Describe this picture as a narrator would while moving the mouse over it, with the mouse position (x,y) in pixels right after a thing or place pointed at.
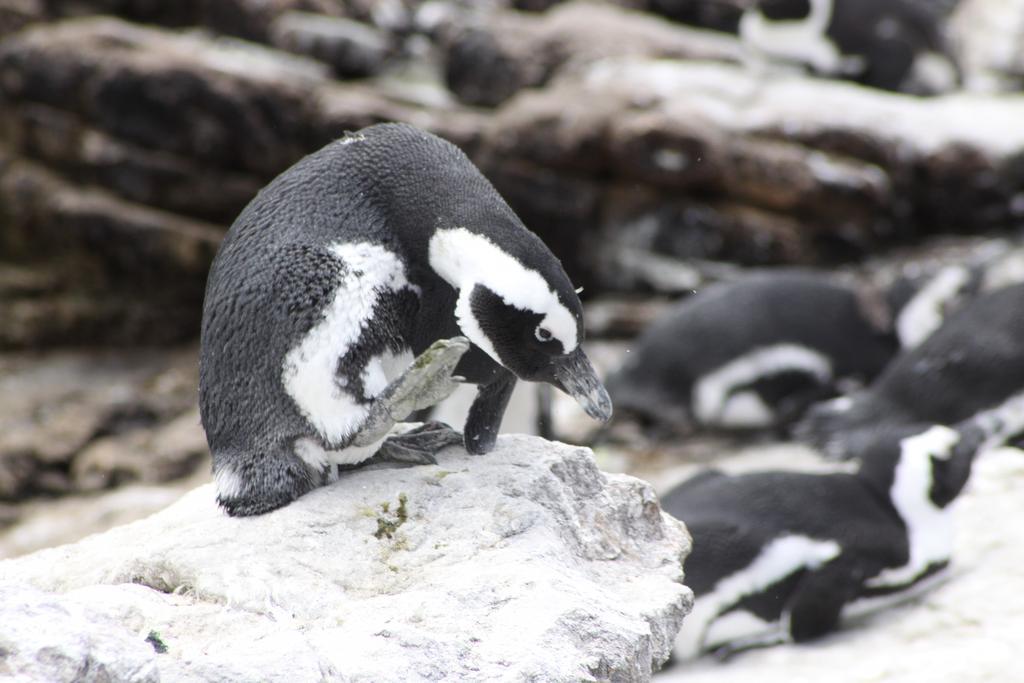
In this picture we can see a penguin (405,415) sitting on the stone (337,523). There are few penguins (745,345) on the right side (783,586).
